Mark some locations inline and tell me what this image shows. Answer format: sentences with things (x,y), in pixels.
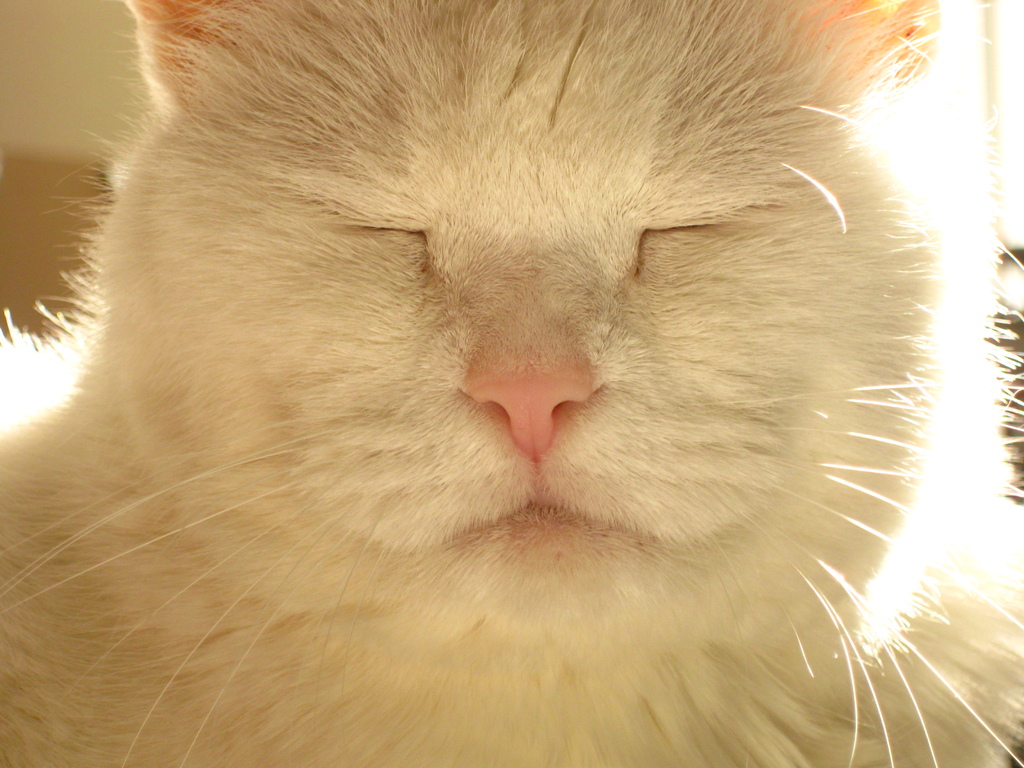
In this picture there is a cat (473,518) which is in white color is closing its eyes (685,227).
